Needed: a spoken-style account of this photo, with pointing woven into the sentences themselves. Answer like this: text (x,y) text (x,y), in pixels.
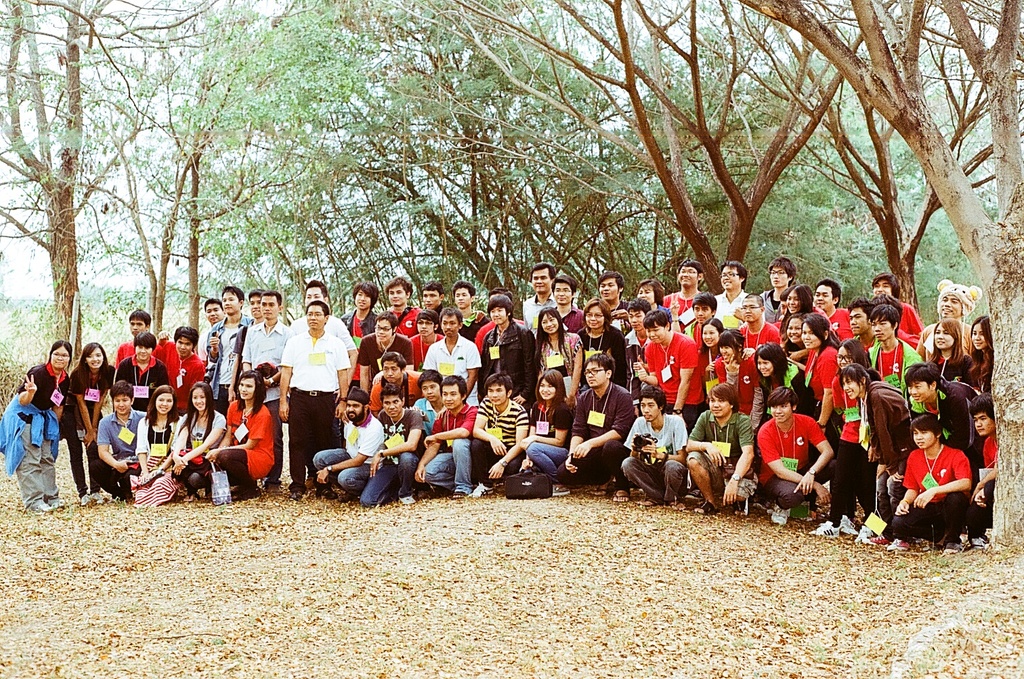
In this picture we can see some people (416,338) are standing and some people (491,406) are in squat position. Behind the people (407,435) there are trees (634,129).
